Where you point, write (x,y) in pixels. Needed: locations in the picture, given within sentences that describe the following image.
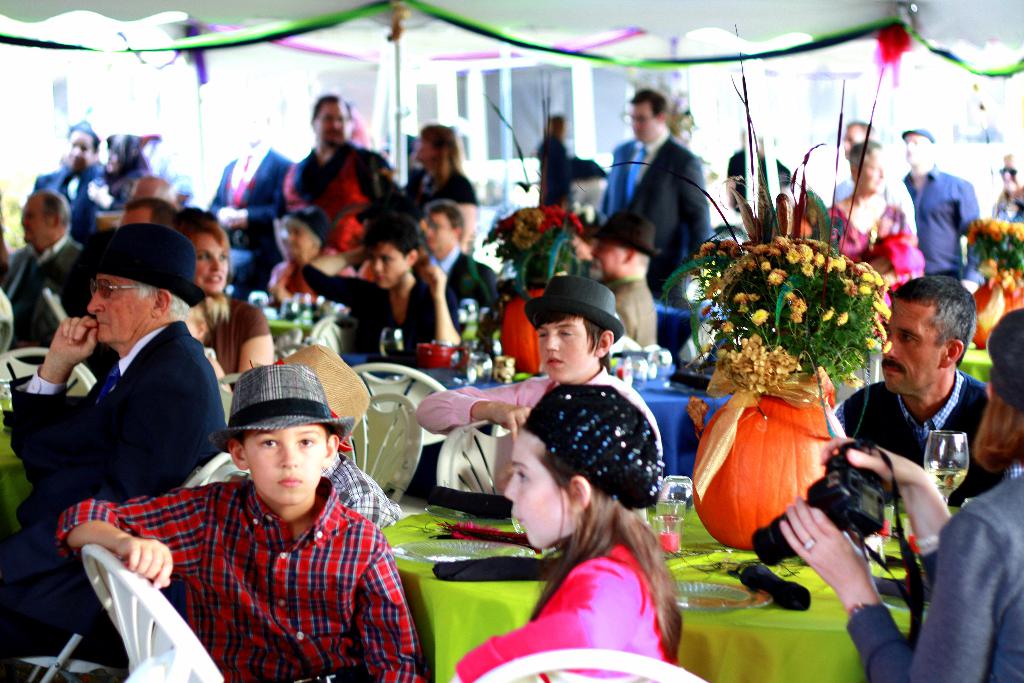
In this picture we can see there are some people (244,414) are sitting on chairs (137,665) and some people (359,178) are standing and a person (975,526) is holding a camera (844,488). In front of the people (541,524) there are tables (426,480), covered with clothes (544,579) and on the tables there are flower vases (522,318), glasses (394,339) and other things (757,582). Behind the people (431,245) there is a blurred background (817,106).
